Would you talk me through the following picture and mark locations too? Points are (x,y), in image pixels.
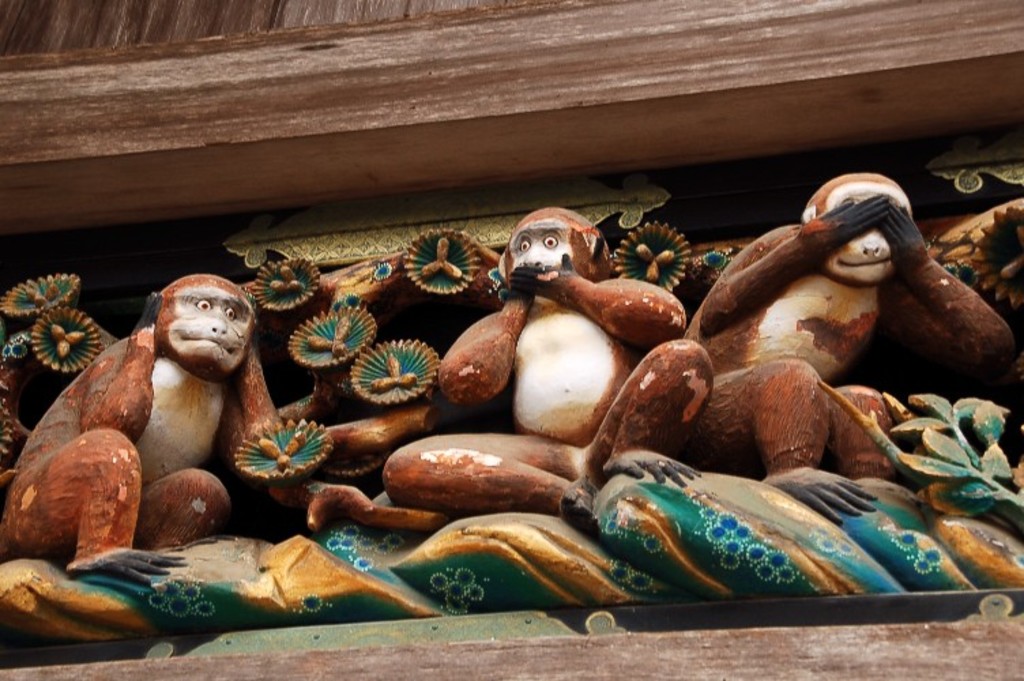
Here we can see the statues (101,515) of monkeys (566,324). First monkey (160,412) is closing ears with hands (149,317). Second monkey (564,292) is closing mouth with hands (548,282). Third monkey (779,272) is closing eyes (892,216) with hands (875,214).
